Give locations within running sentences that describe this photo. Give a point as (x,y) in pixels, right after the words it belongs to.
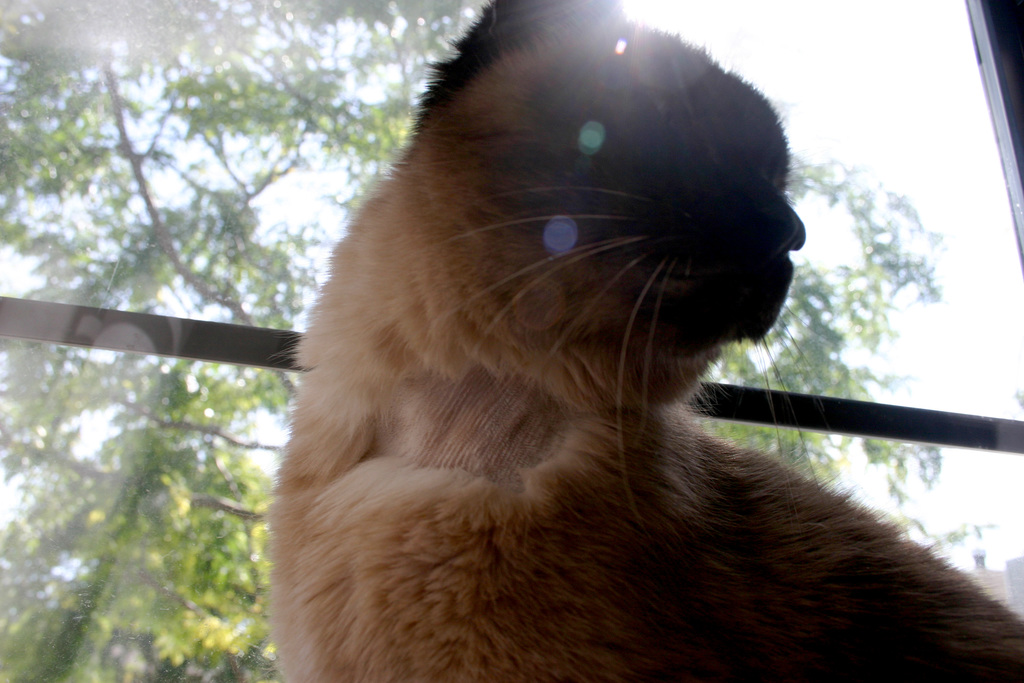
In this picture there is a cat (561,252), behind a cat (473,294) we can see glass window (319,48), through glass window (227,431) we can see trees (221,418) and sky (842,129).
